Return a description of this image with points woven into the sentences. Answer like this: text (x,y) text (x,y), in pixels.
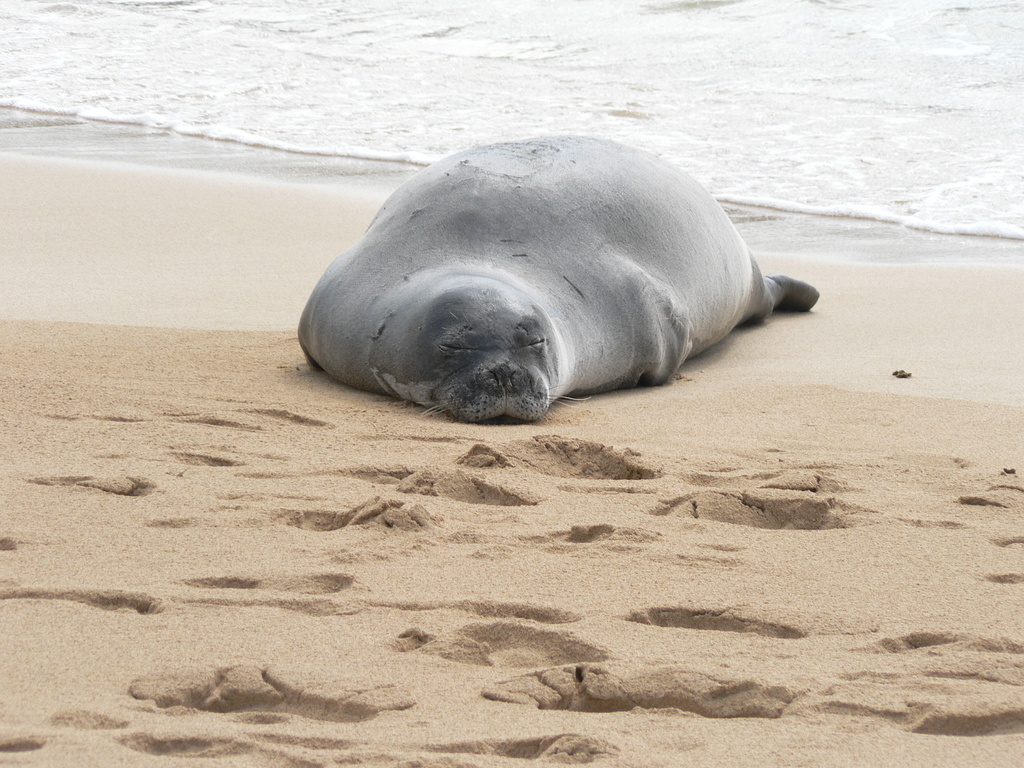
In the center of the image (541,355) we can see a monk seal (471,205). At the top of the image (446,100) we can see the ocean (451,74). In the foreground of the image (12,606) we can see the sand (322,492).
